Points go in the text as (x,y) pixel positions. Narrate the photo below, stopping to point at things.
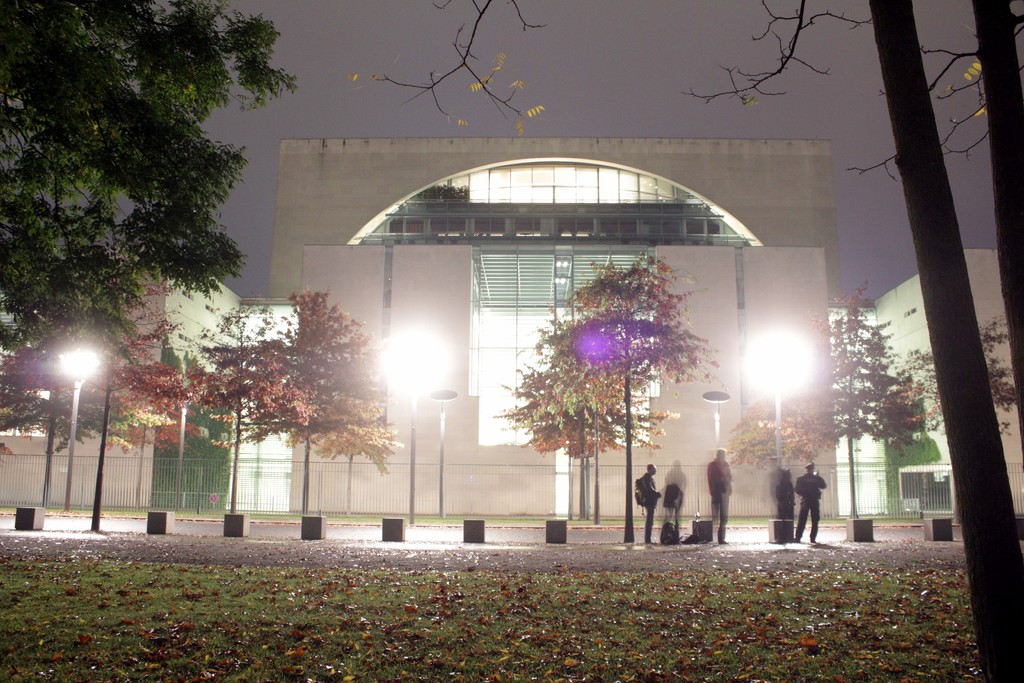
In the foreground of this image (436,639), there is grassland (727,648) dried leaves (197,657) and trees (973,554). In the background (791,500), there are few persons (777,499) standing on the road (734,526), few trees (604,400), road dividing objects (240,528) and the poles (442,471). In the background (436,237), there are buildings (367,278), fencing (473,478) and the sky (623,119).
